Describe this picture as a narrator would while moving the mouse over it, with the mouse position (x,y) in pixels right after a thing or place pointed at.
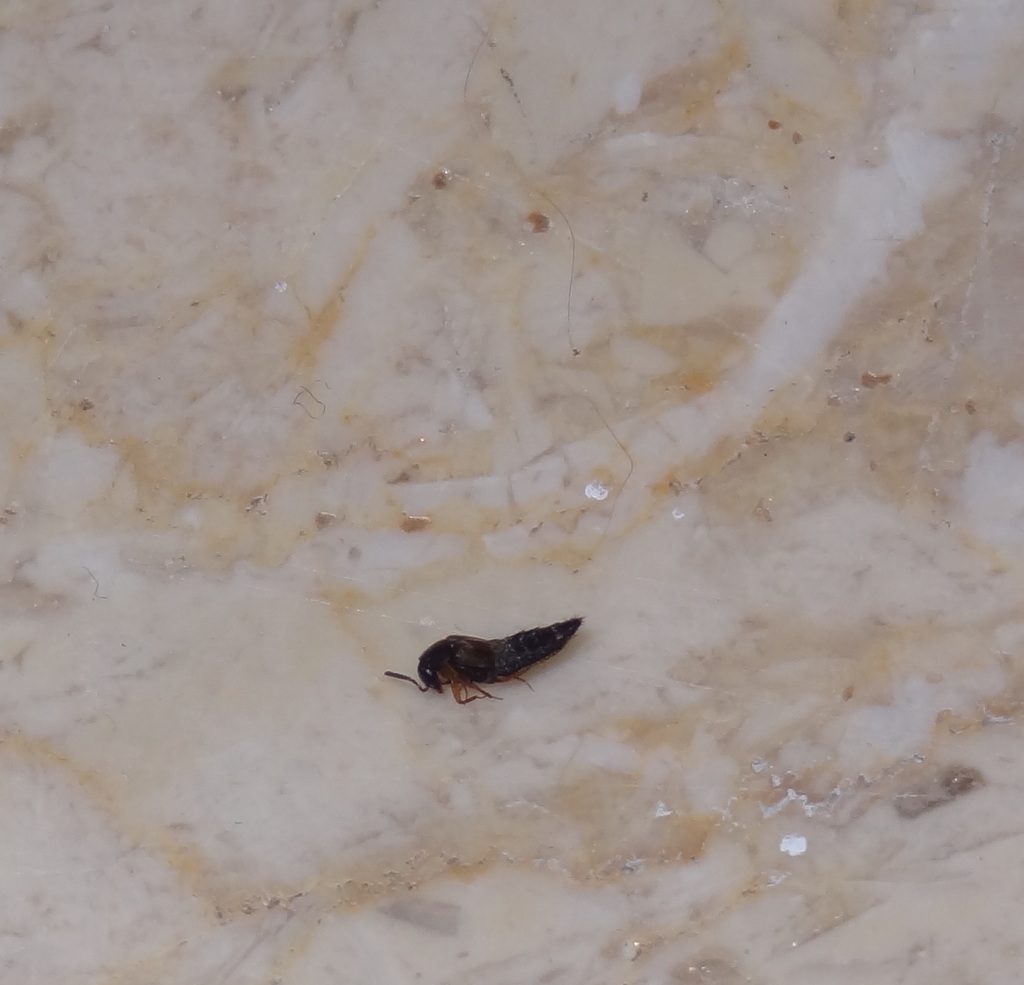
In this picture, there is an insect (501,641) on the floor (566,762).
